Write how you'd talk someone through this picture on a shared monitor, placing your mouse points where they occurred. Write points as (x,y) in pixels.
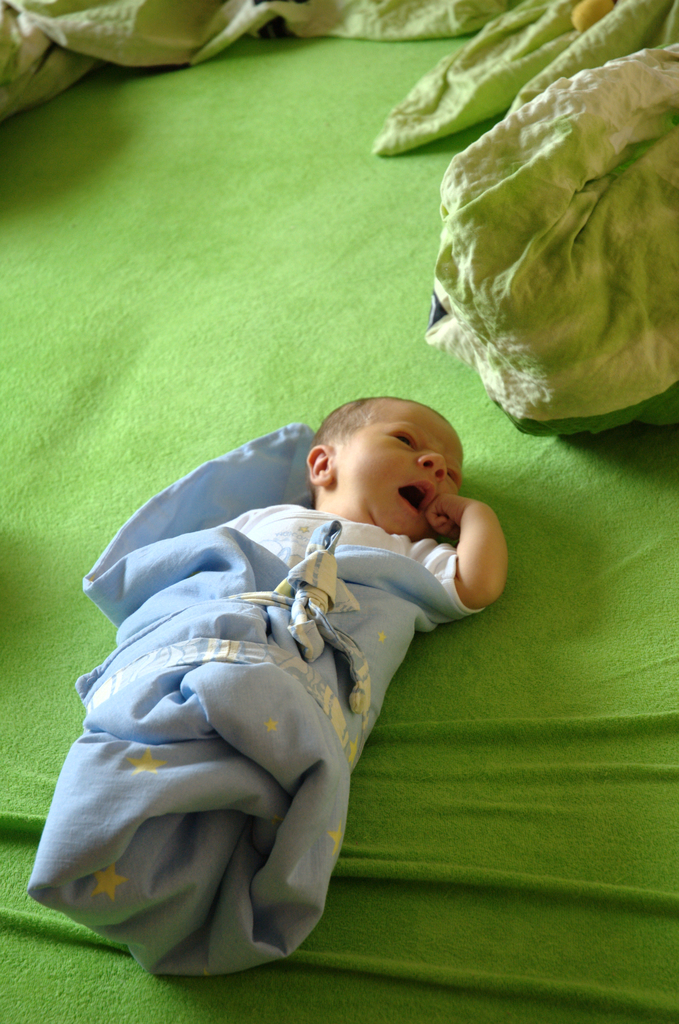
In this image I can see a green colour cloth (254,228) and on it I can see a child (379,510). I can also see a blue colour cloth (239,639) around the child (374,433). On the top side of the image (597,259) I can see one more green colour cloth (489,356).
